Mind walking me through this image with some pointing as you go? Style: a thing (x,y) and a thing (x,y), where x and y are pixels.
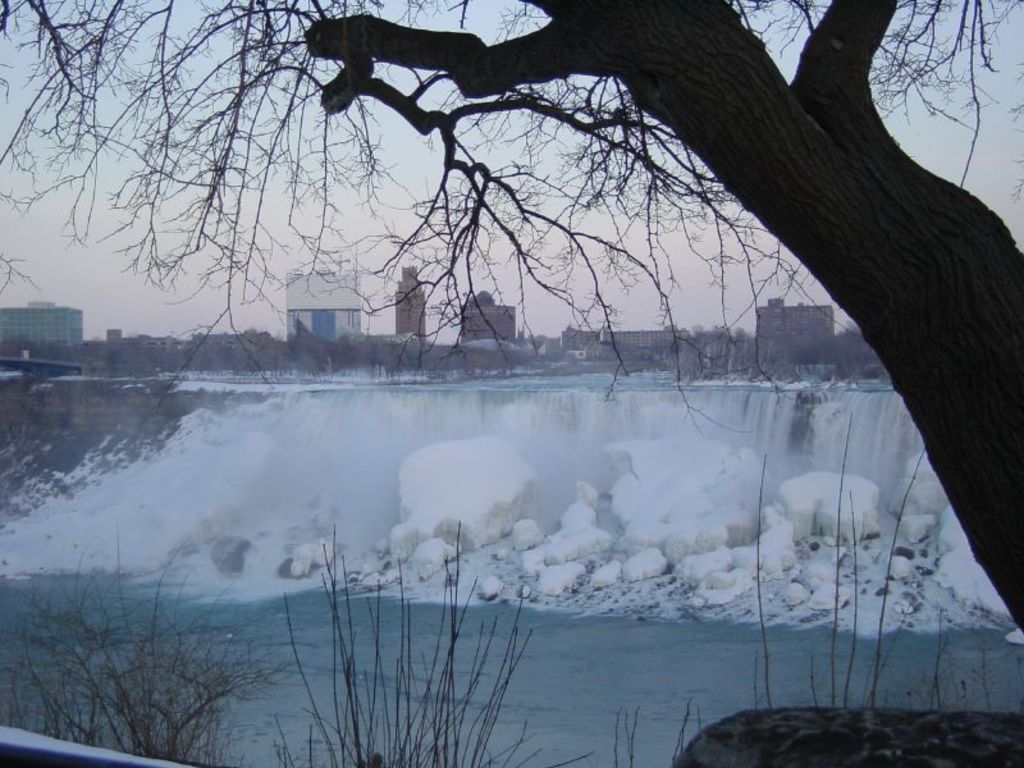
In this image we can see water (672,665), a tree (735,132), plants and in the background (420,312) there are some buildings (79,326) and sky (366,6).
